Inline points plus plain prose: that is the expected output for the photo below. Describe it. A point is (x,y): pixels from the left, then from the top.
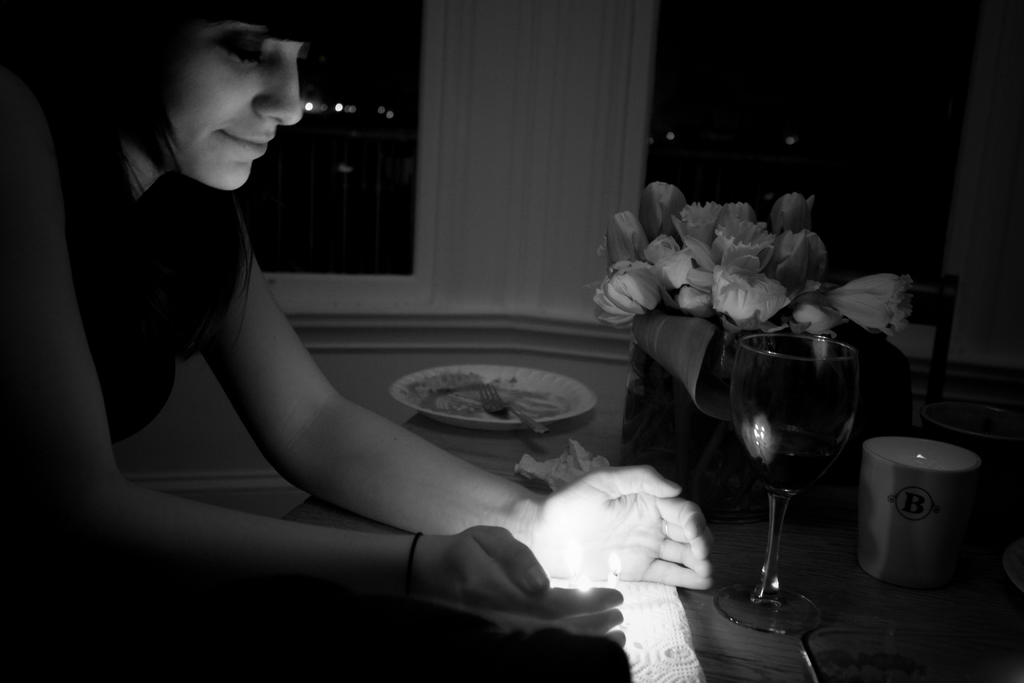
On the left side of the image (52,404) there is a woman (374,499) protecting the candle light (589,561) with her hands (658,533). In front of her there is a table (589,448). On top of it there is a plate (554,401). There is a fork (487,404). There is a glass (783,598). There are cups (940,515). There is a bouquet (831,287). In the background of the image (340,175) there are glass windows (331,203).
